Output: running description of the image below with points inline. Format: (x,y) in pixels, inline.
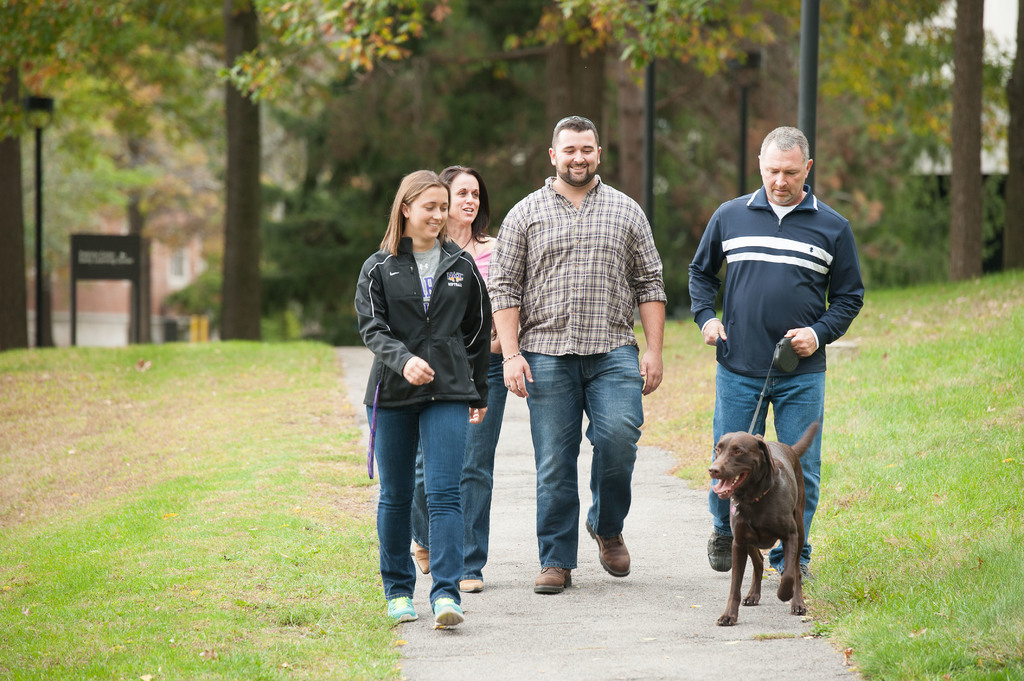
In the picture I can see few persons (596,257) walking where one among them is holding a belt (785,342) which is tightened to a dog (768,525) in front of them and there is greenery ground (309,507) on either sides of them and there are trees (325,30) and some other objects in the background (469,82).
